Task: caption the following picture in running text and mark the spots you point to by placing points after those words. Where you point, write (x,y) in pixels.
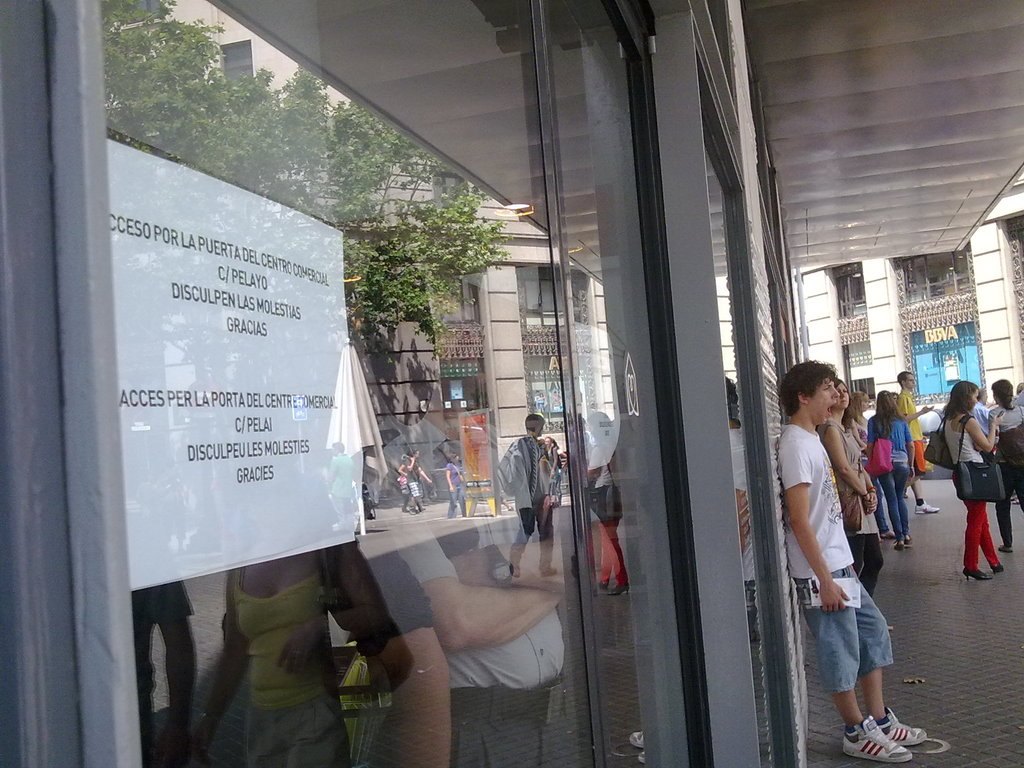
In this image in the foreground (459,299) there is a glass door (558,288), on which there is a notice paper (318,242) attached and there is a text (327,401) on the paper (276,307), on the glass (452,299) there are reflections (498,372) of few people (449,476), building (498,458), road (449,521), tree (193,157) visible, on the right side (830,453) there is a road (936,586), there are few people (1005,533) visible in front of building (935,366).
